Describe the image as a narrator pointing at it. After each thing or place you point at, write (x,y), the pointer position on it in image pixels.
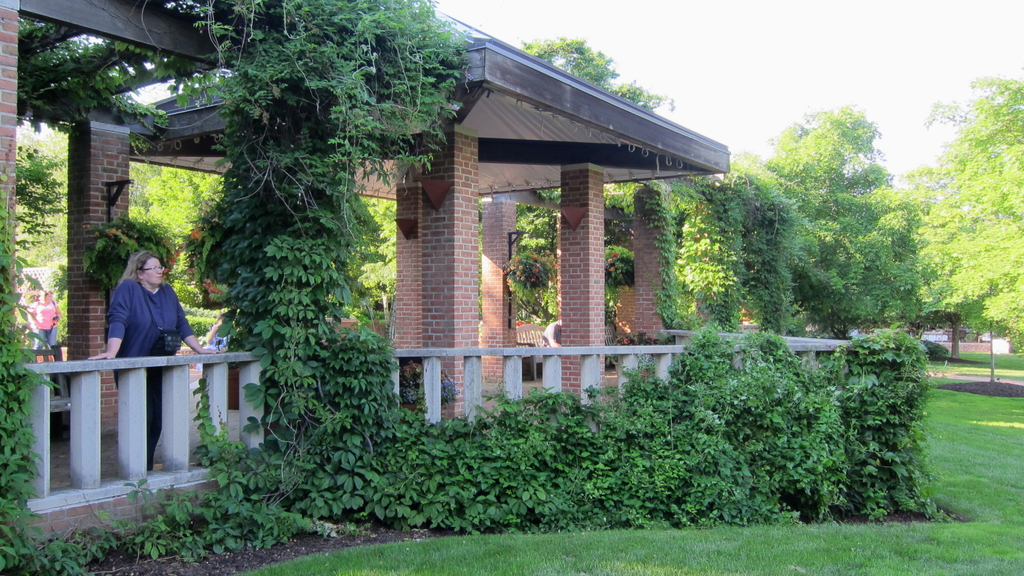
In the picture I can see a woman (162,303) standing and there is a fence (172,371) and a greenery ground (728,559) in front of her and there are few plants (16,347) on either sides of her and there are trees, a person (39,294) and some other objects (88,285) in the background (649,229).
